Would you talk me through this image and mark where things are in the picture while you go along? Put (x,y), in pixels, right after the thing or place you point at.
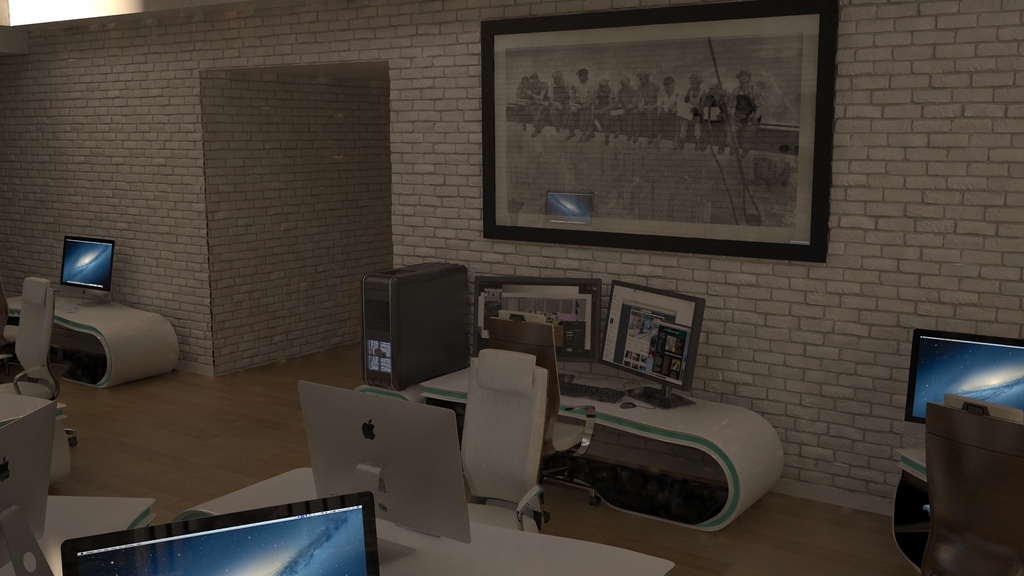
In this image we can see there are few tables (914,476). On the table (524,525) there are monitors (438,514), keyboard (594,390), mouse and a CPU (418,318), in front of the table (378,391) there are chairs (527,526). In the background (406,118) there is a wall (901,219) and a photo frame (695,251) is hanging to it.
